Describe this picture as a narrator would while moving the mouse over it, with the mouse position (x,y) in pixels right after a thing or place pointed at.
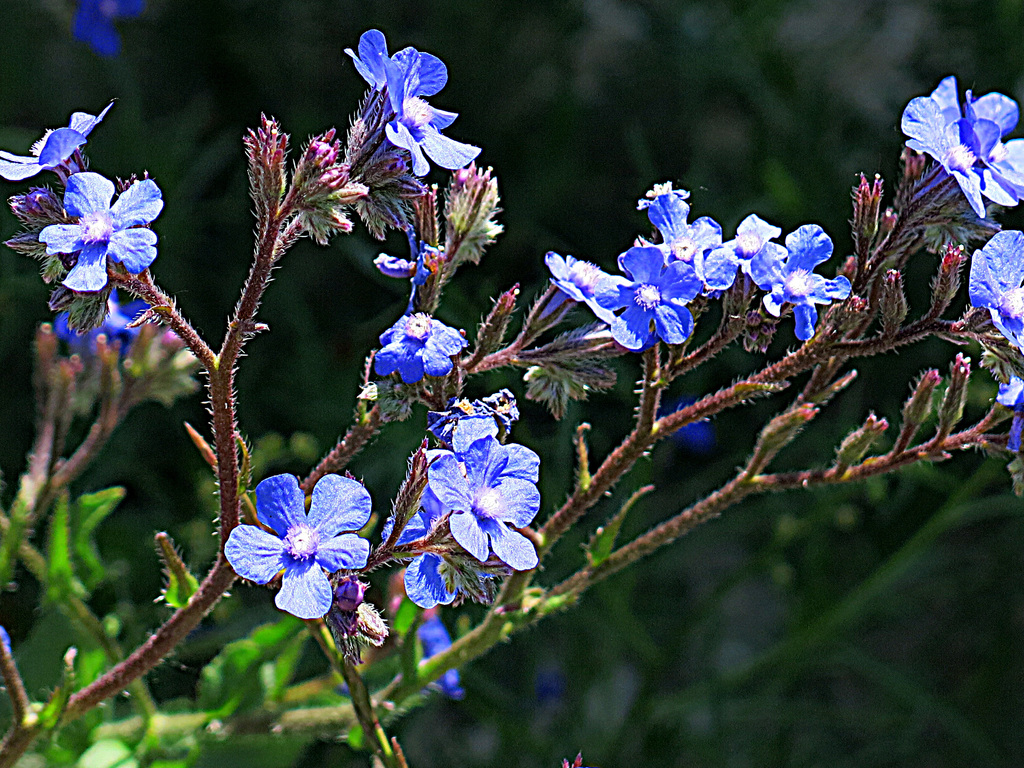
As we can see in the image in the front (419,459) there are plants (228,408), violet color flowers (320,530) and the background (37,341) is blurred.
